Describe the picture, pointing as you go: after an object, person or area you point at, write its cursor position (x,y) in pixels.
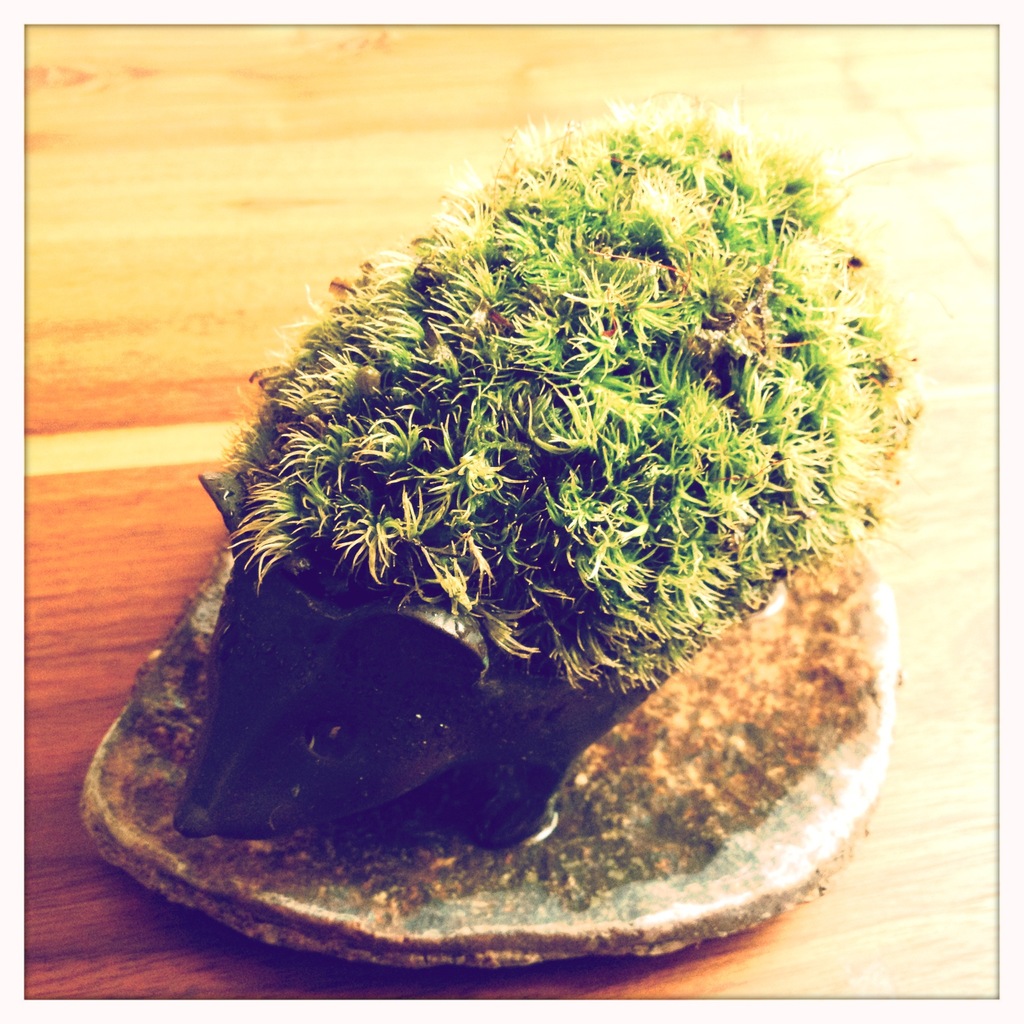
In this image I can see a plant (496,613) in the black colour pot (423,665). Under the pot (234,591) I can see brown colour surface (61,375).
